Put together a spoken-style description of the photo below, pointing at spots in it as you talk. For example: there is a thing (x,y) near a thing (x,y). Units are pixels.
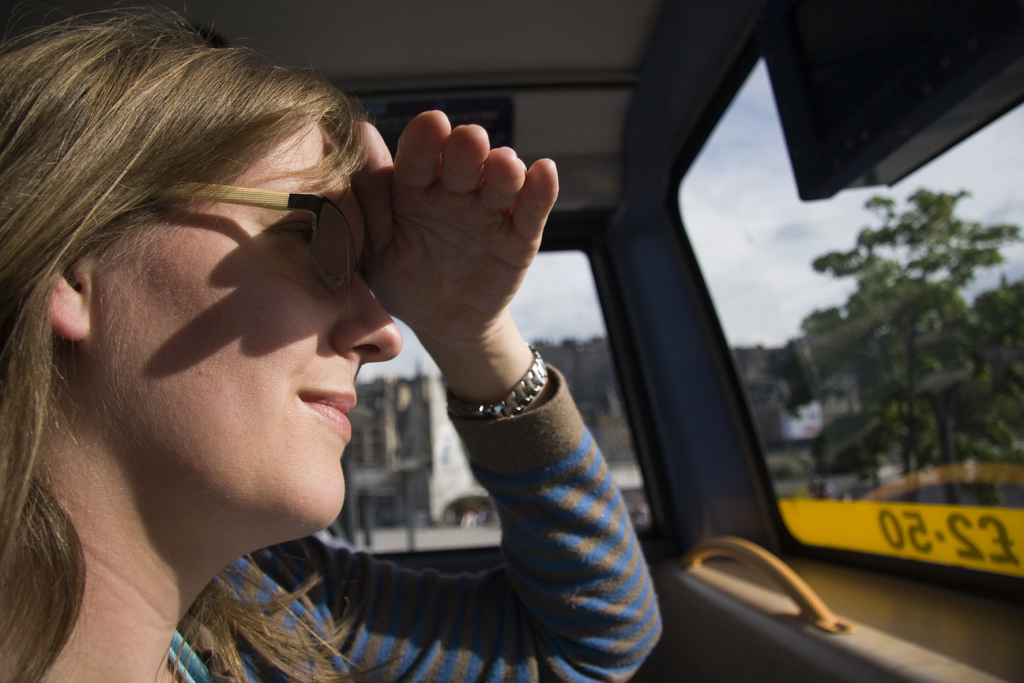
In this picture we can see a woman (114,567) wore a spectacle (315,213) and smiling and in the background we can see buildings (419,386), trees (884,315), sky (712,293) with clouds (739,277).
